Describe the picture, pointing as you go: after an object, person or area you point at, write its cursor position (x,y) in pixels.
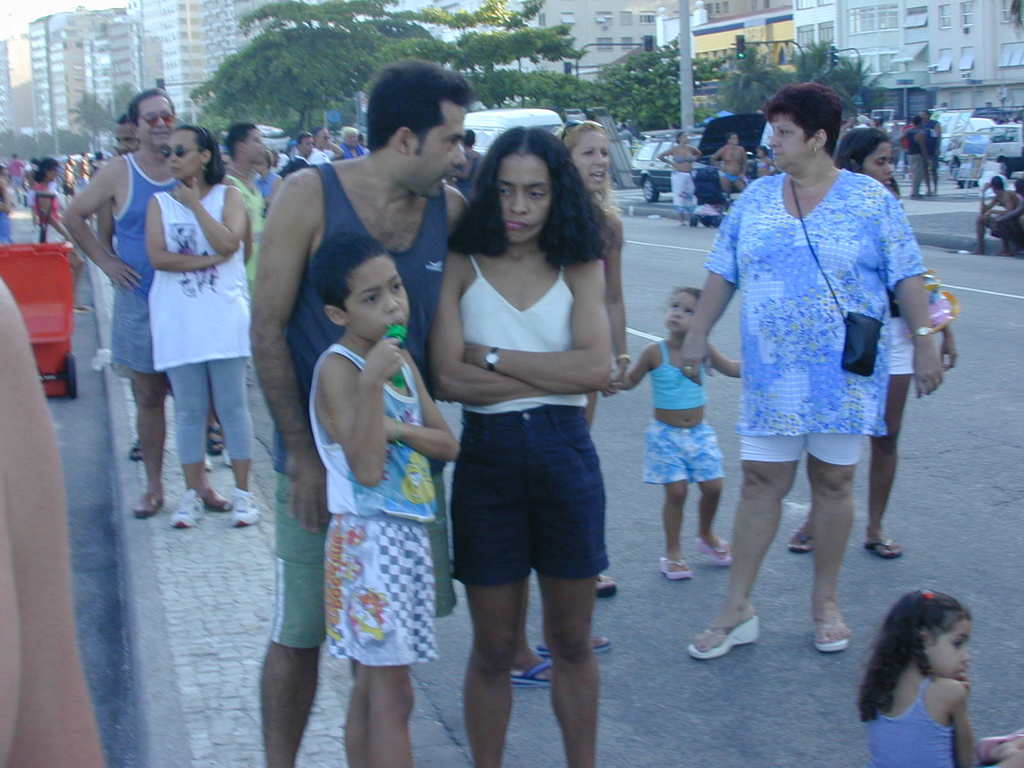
This picture shows few people (579,125) standing and we see few people (864,697) seated and we see few buildings (947,54) and trees (577,94) and few cars (970,118) parked and we see woman (733,225) holding a child's hand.
